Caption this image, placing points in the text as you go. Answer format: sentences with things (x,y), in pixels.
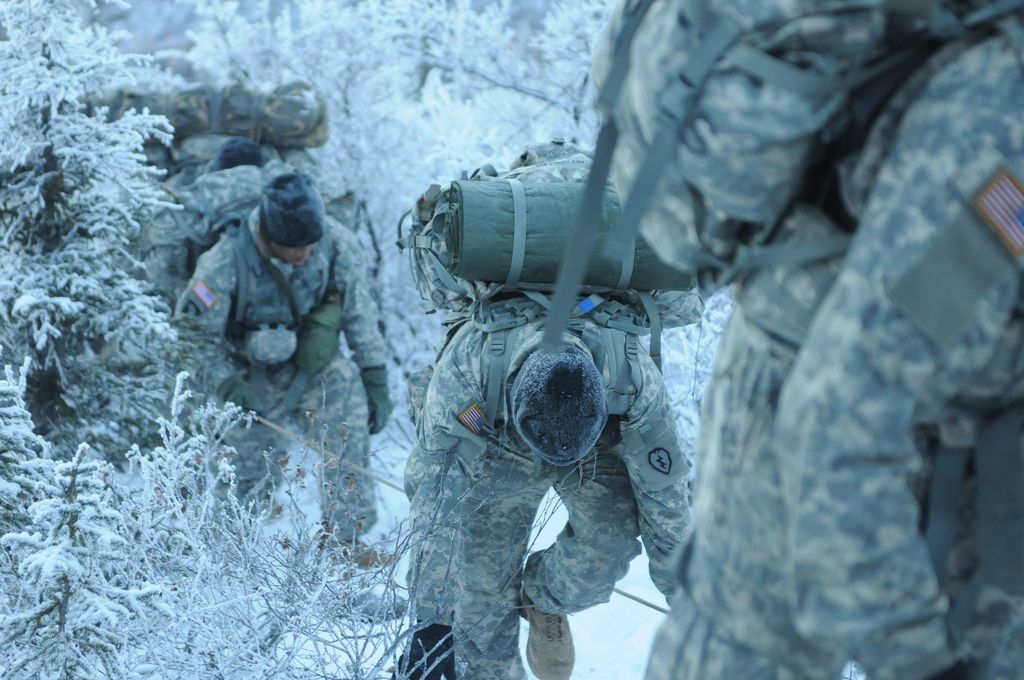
In this image there are some persons (261,275) are standing as we can see in middle of this image (604,363) and these persons (446,352) are holding backpacks (523,234) and there are some trees (135,371) in the background (86,362).
